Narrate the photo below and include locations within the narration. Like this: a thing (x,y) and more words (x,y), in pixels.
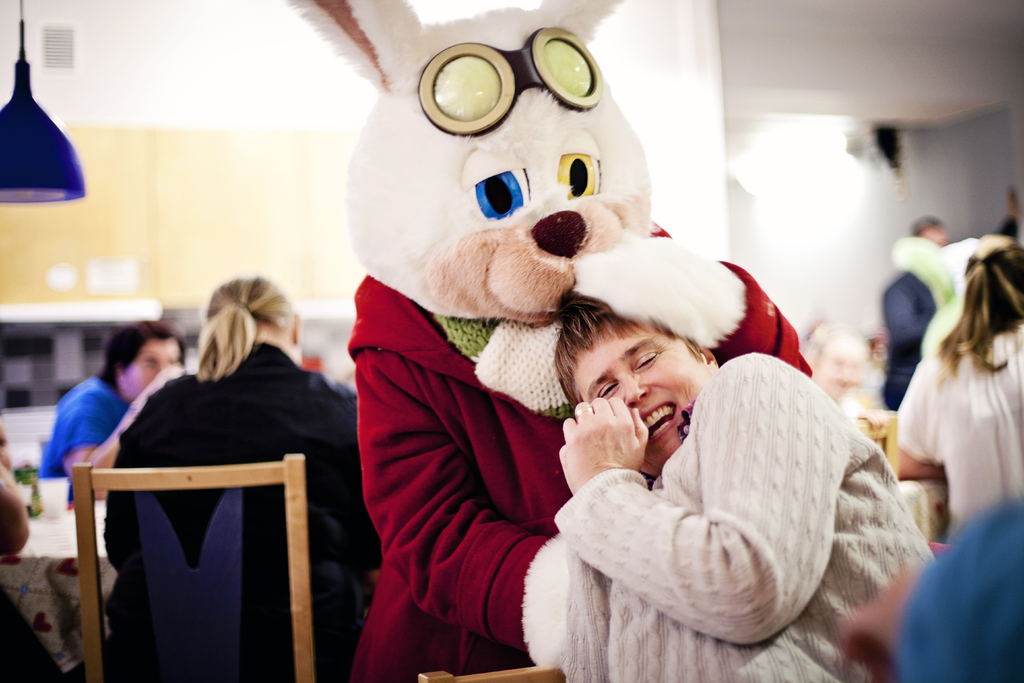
This teddy (535,416) and this person (606,510) is highlighted in this picture. Persons (167,396) are sitting on a chair (297,486). In-front of this person (127,542) there is a table (37,547). On top (25,177) there is a light (46,155).
